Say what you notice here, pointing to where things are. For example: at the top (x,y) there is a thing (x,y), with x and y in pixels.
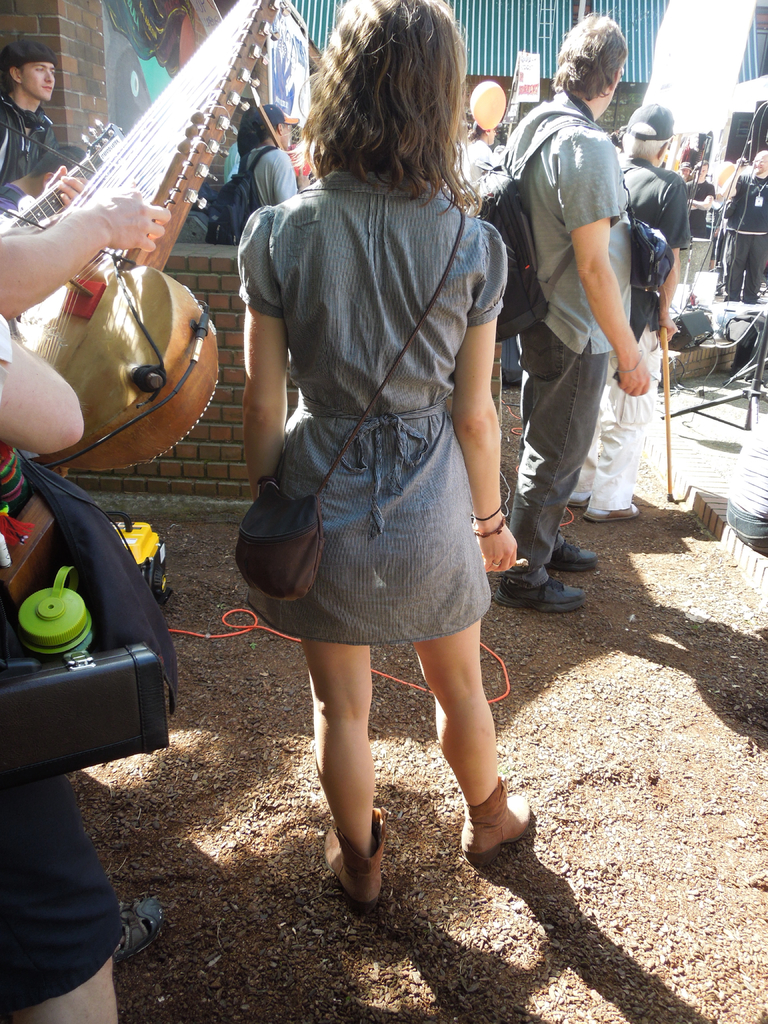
This Picture shows few people (427,382) standing and we see a man (21,146) playing a musical instrument (92,182) and we see a woman (336,331) wore a hand bag (284,520) and a man (640,312) holding a stick (665,345) is in his hand (660,331) and few of them wore cap (662,138) on their heads (647,126) and we see few of them wore backpacks (669,254) on their back (534,222) and we see few of them standing and we see buildings (117,31).
